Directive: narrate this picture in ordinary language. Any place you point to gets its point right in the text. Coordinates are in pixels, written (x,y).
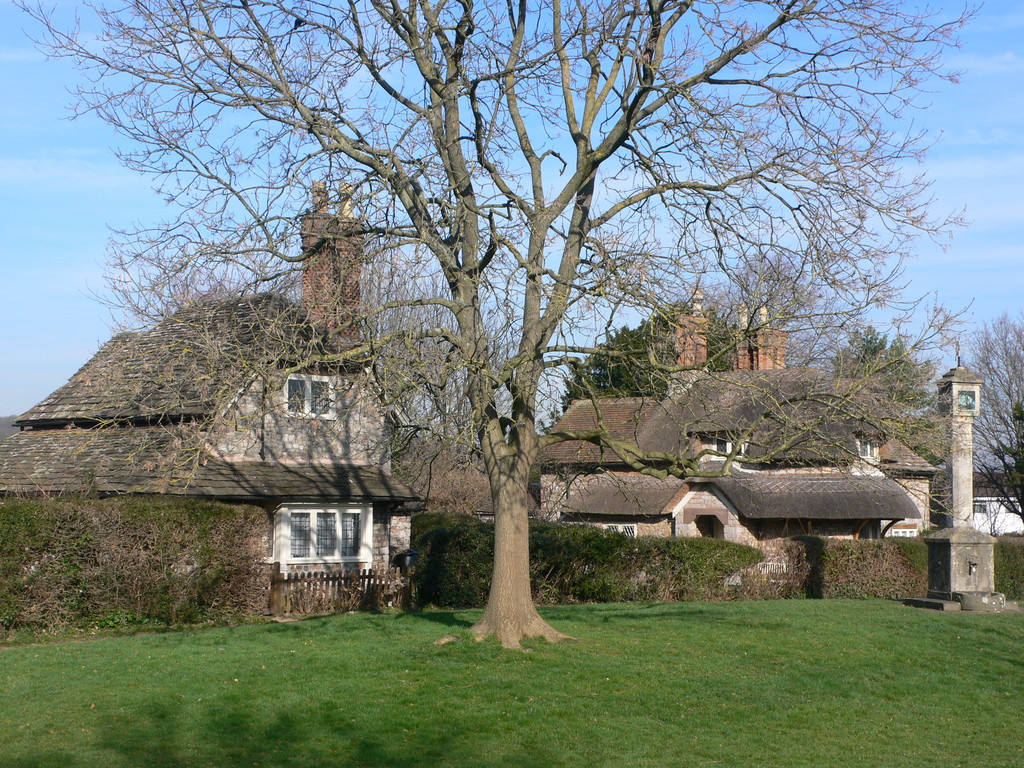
There is a dry tree (496,629), on the grass (423,642) on the ground (719,641), near plants (485,560) and a wooden gate (297,599). In the background (140,344), there are houses (738,359), which are having glass windows (309,536), there are trees (1007,371) and clouds (73,165) in the blue sky (100,133).
